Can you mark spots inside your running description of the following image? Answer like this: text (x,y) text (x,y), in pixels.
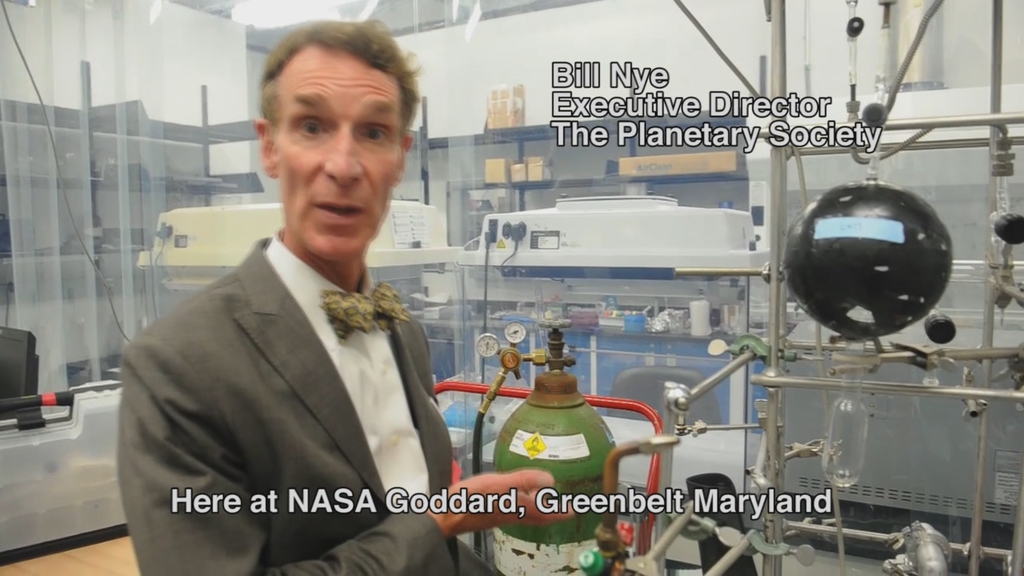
In the picture I can see a man (192,367) on the left side (206,478) wearing a suit (418,367) and he is indicating his hands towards a cylinder (566,419). I can see the machines (611,208) in the picture. I can see the metal rack shelves (84,269) on the top left side (109,163). There is a light (267,8) on the roof (267,39).
